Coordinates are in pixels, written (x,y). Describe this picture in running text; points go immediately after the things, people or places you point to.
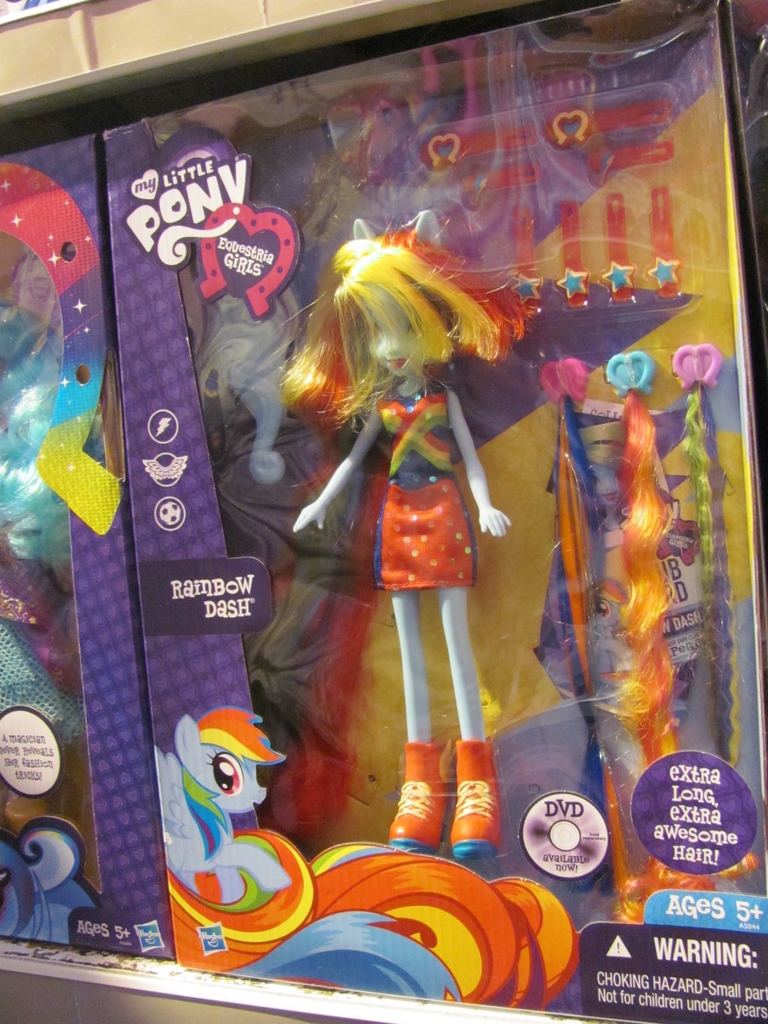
In this picture I can see two dolls (437,323), hair extension pins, plastic clips (614,292) and some other items (371,150) in the boxes (328,597), and there are some stickers (734,853) on the boxes (328,455).
